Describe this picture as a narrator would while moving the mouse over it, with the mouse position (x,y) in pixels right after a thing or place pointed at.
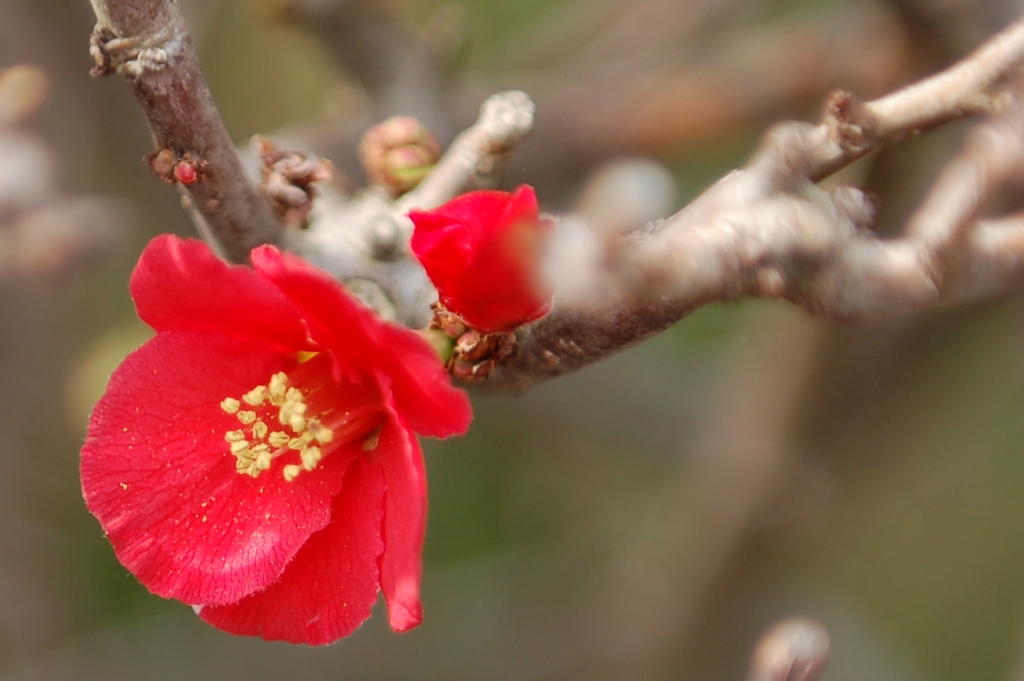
In this image I see 2 flowers (462,262) which are of red in color and they're on the stems (791,204) and it is blurred in the background (706,81).
